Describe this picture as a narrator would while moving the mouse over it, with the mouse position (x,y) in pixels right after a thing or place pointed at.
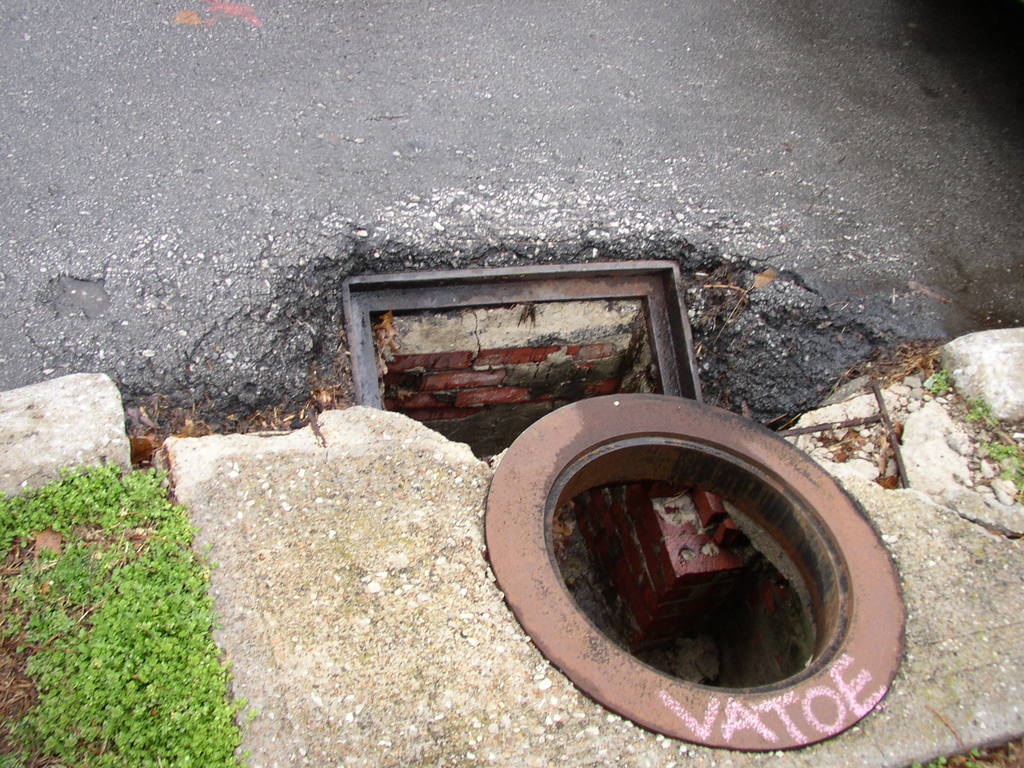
In this picture, we can see some hole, metallic objects (347,280) and some grass (119,587) on the road (223,75).
